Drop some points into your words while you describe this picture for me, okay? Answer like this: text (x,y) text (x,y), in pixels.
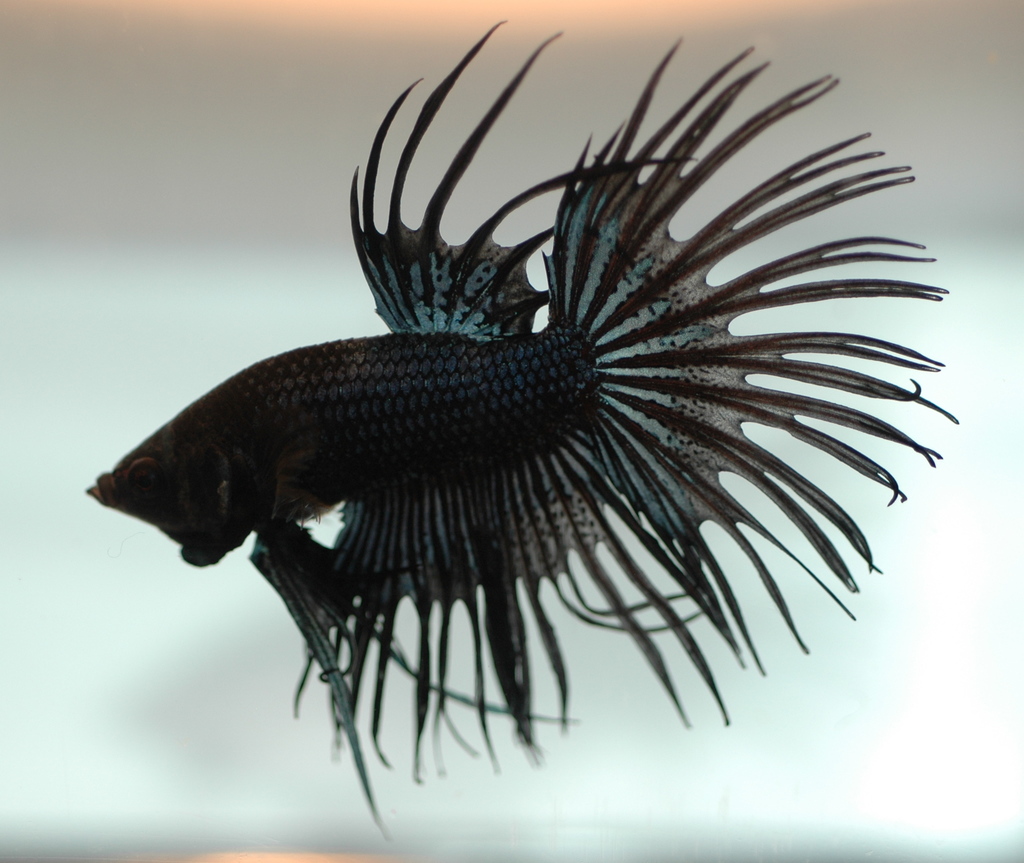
In this picture I can see a fish (373,489) in the water (290,294), and there is blur background (203,208).
